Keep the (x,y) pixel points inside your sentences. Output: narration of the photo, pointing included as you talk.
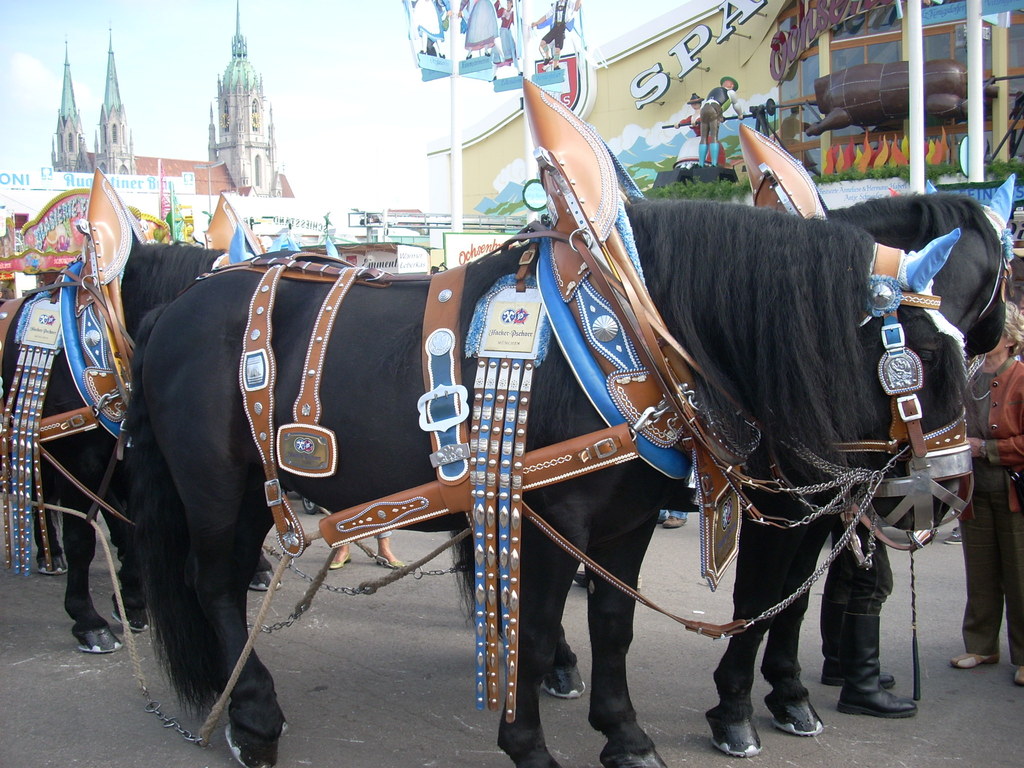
In this image we can see a horses (877,385) on the road (367,693). In the background (620,84) there is a building (615,84), pole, church (233,133), persons (998,400) and sky (330,59).
